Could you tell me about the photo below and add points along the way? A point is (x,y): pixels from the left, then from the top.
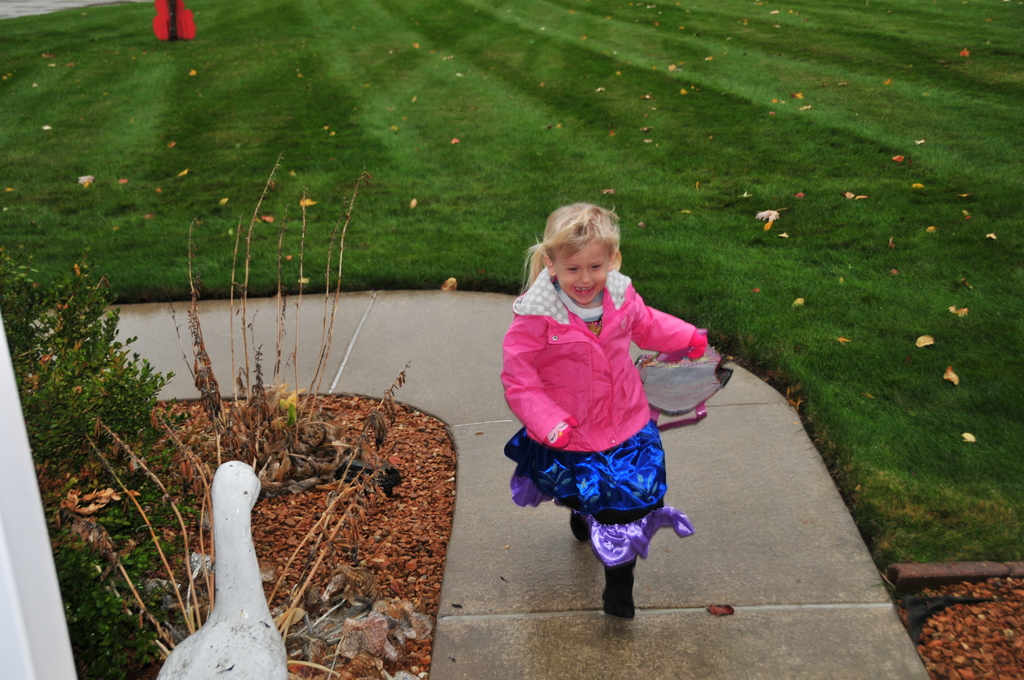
In this image there is a girl (617,396) running on the concrete platform (473,359), beside the girl (534,379) there is a doll (219,601), plants (113,460) and stones (277,524), in the background of the image (301,131) there is grass (215,96) and an object (172,16).
